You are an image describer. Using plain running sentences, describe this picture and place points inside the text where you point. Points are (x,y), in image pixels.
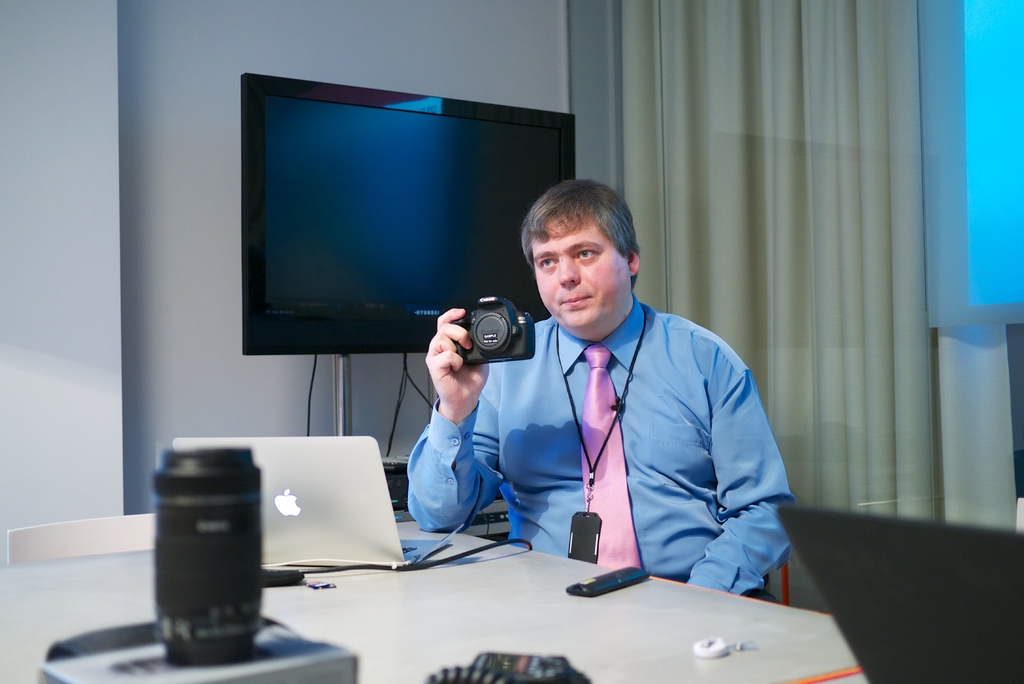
In this picture there is a man (659,556) sitting holding the camera (522,316). In the foreground (308,533) there is a laptop (320,538), remote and there are devices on the table (561,617). At the back (863,236) there is a television (268,133), curtain (728,37) and there might be a projector screen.
